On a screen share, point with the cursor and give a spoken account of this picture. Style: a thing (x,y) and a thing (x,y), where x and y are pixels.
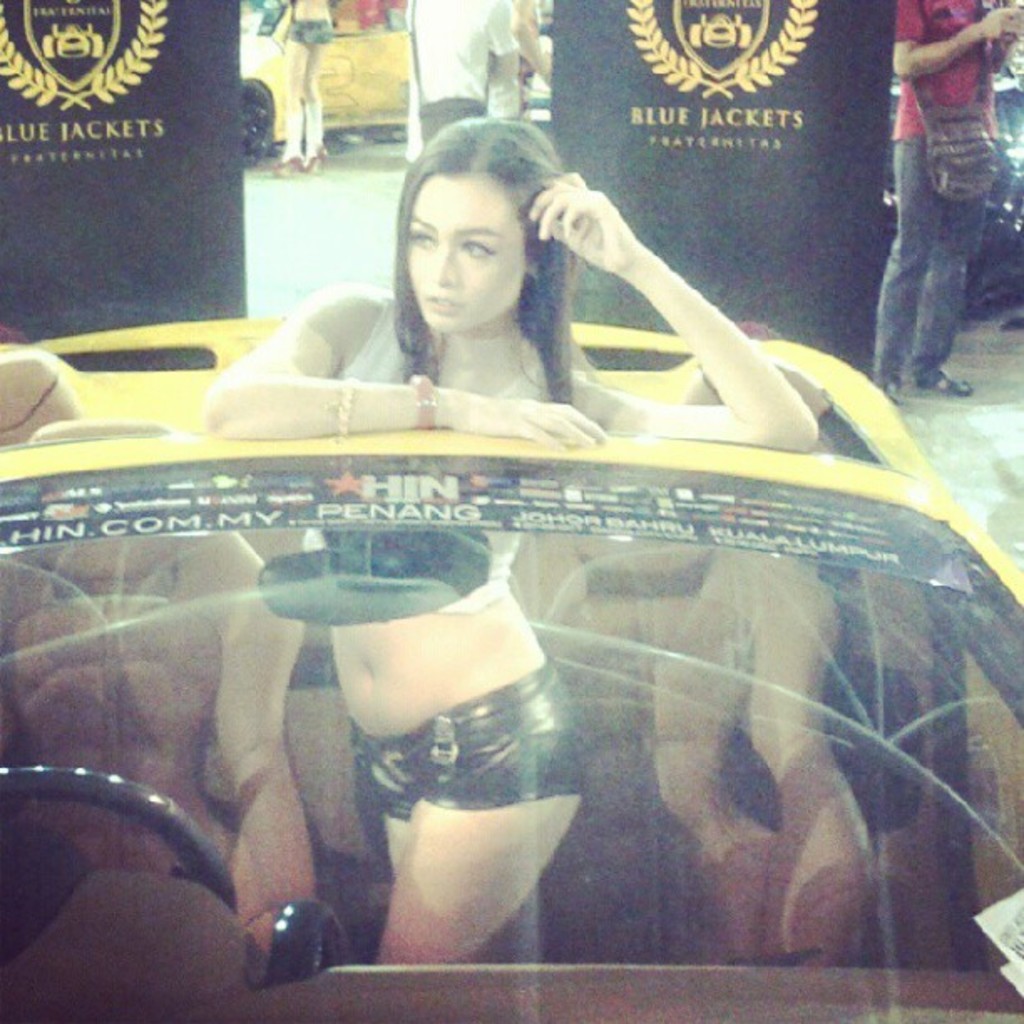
This is the picture indoors, there is a woman (494,591) is standing in a car (842,472) which is in yellow color. Background of the car (168,476) there are the banner (84,143) and a man (952,386) is standing on the floor (960,400).
